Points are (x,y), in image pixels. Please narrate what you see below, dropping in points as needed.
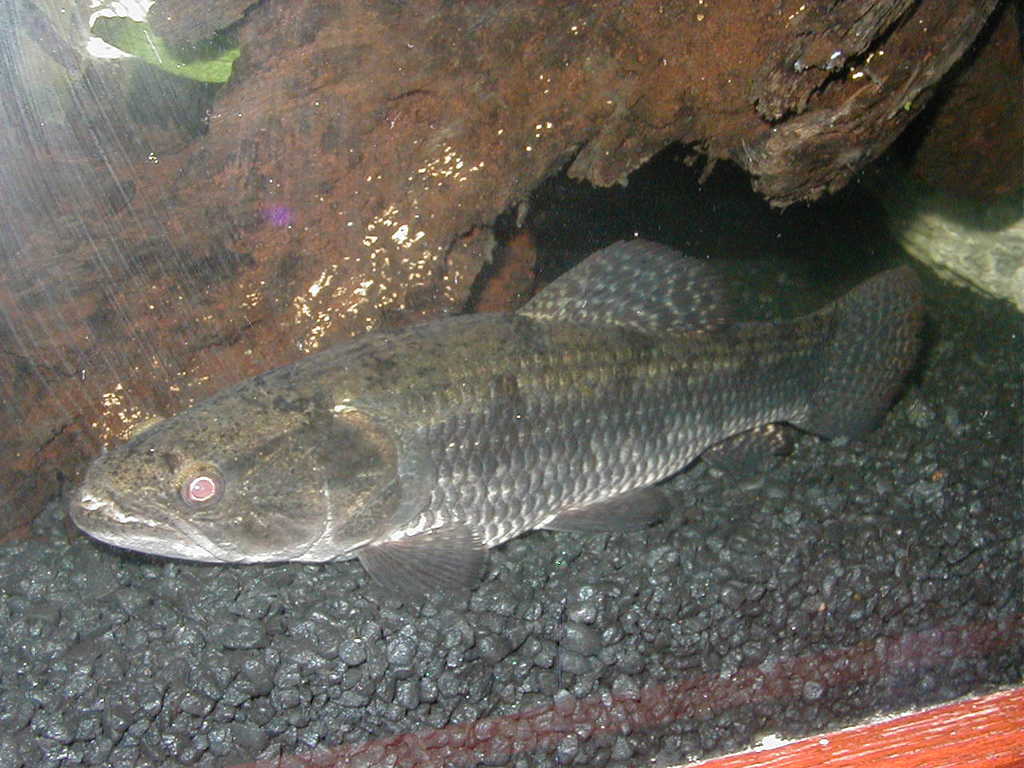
In this image we can see a fish (504,441) in the water (924,358). We can also see a rock (37,445).
